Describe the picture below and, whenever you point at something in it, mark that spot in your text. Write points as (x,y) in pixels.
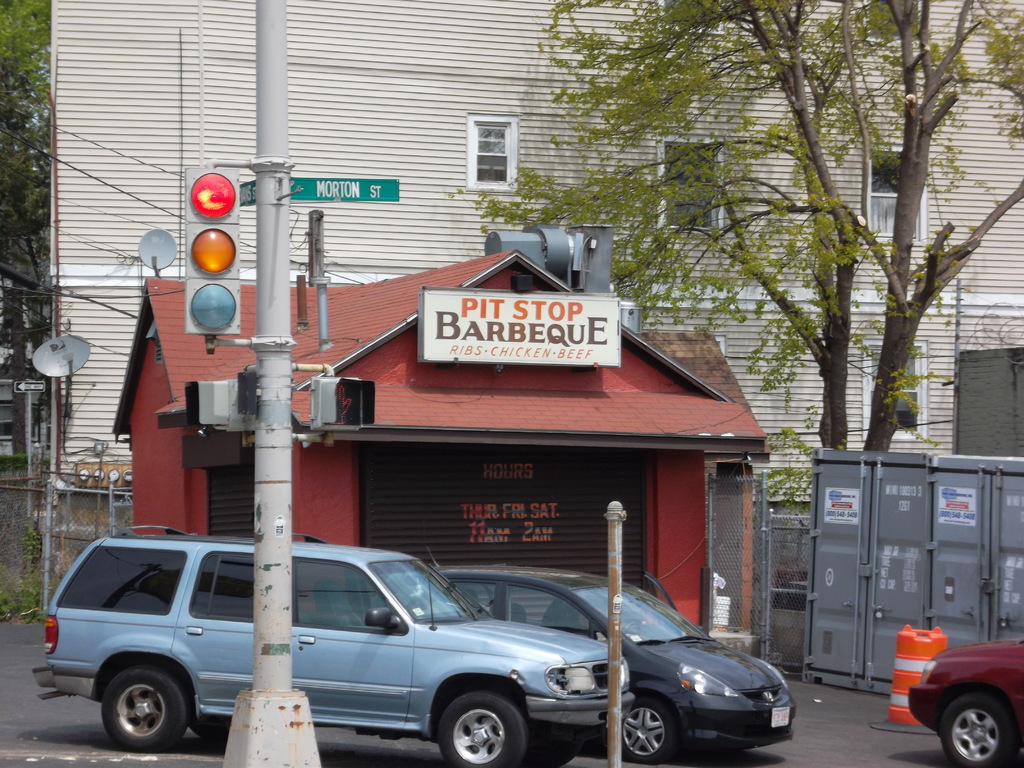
In this image there is a pole (251,755) and cars (147,602) on a road (14,711), in the background (159,291) there is a shop (699,504), building (359,208) and trees (755,40).
